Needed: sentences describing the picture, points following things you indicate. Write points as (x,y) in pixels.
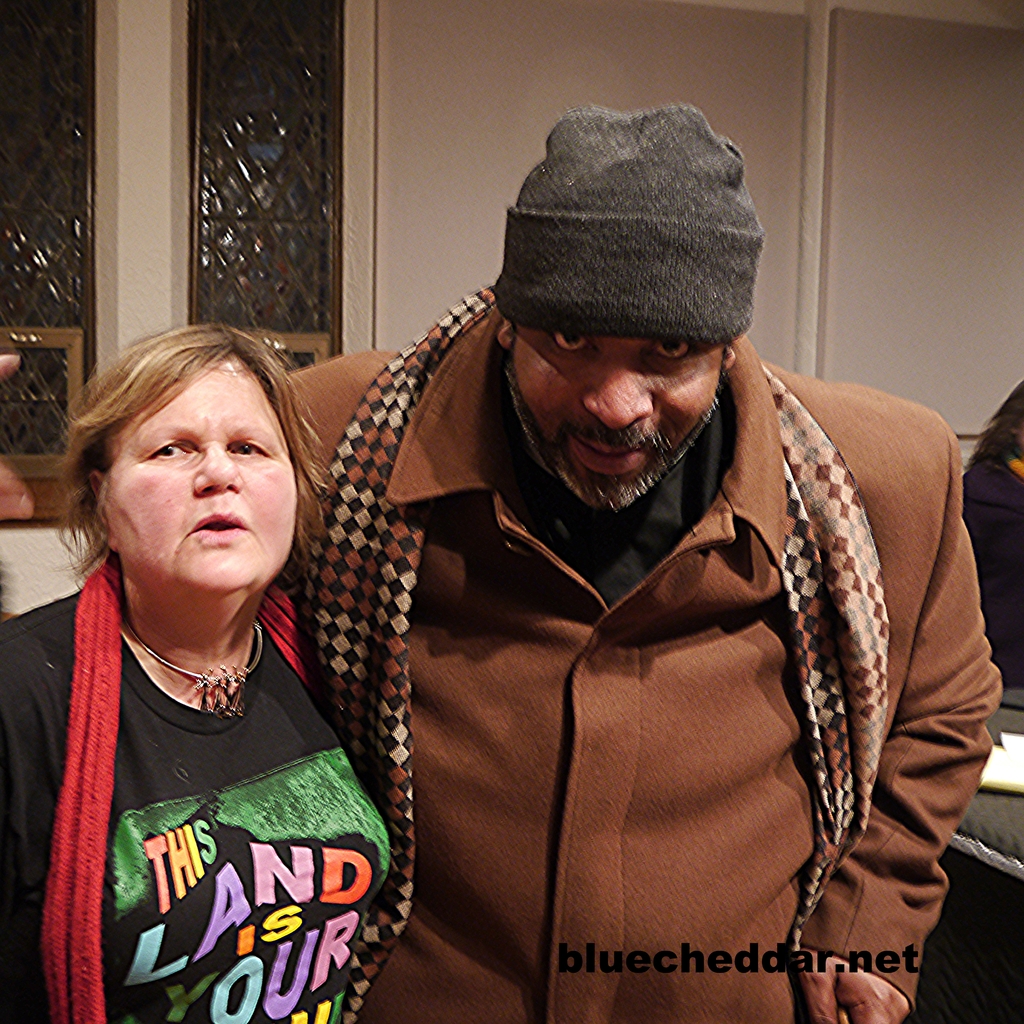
In the foreground of the picture (593,594) we can see a woman (204,740) and a man (621,601) standing. In the background (336,116) there are windows (94,101), wall (564,40), person (1013,469) and other objects (990,871).
